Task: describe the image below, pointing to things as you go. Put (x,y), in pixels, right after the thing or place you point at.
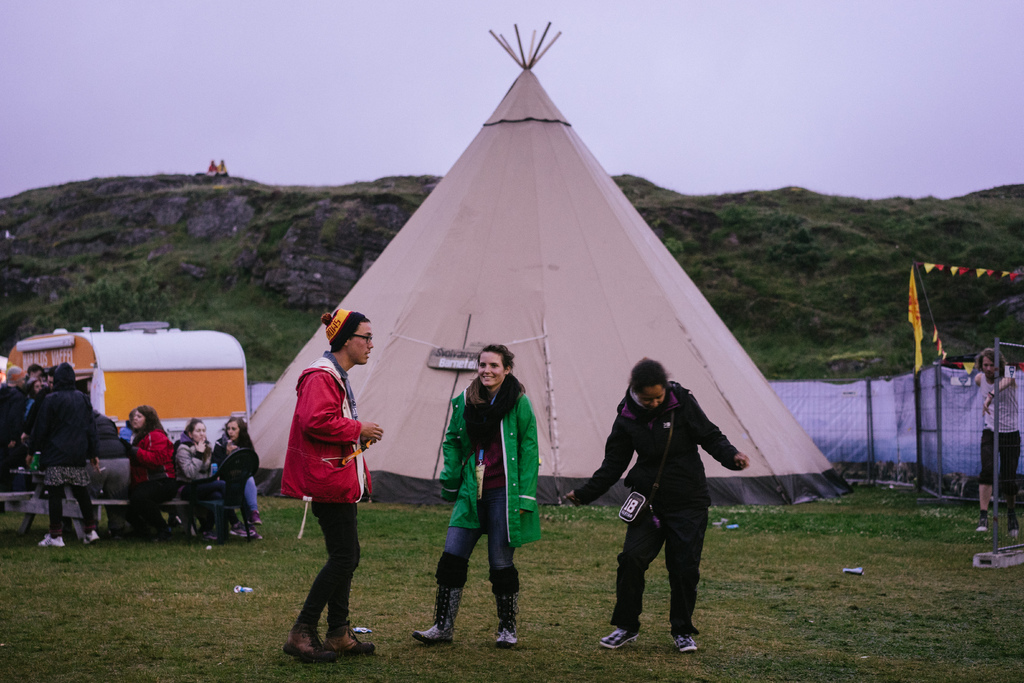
In this image we can see three persons (496,412) on the grass (549,609). In the background (509,239) we can see the camping tent (509,239). We can also see the persons (152,469) sitting on the bench (44,511). Image also consists of a vehicle (104,362), fence (821,398), flags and also the hills (783,236). Sky (880,67) is also visible.
